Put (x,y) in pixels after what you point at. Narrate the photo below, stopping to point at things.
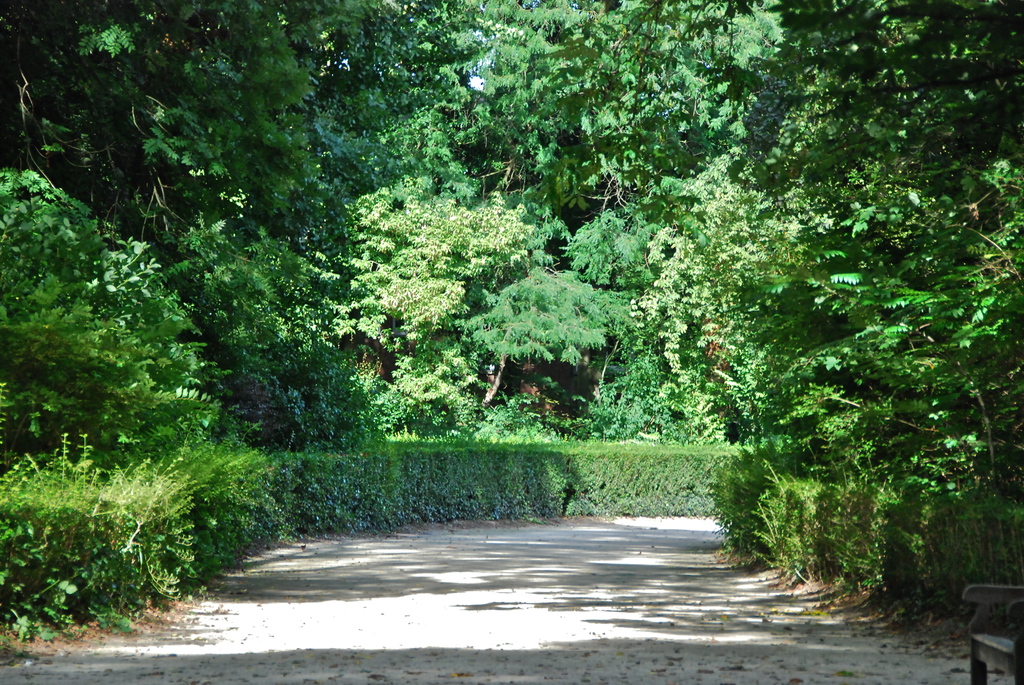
In this image I can see a road (711,600). There are trees (726,89), bushes (654,492) and in the bottom right corner (983,610) it looks like a chair (970,642).
